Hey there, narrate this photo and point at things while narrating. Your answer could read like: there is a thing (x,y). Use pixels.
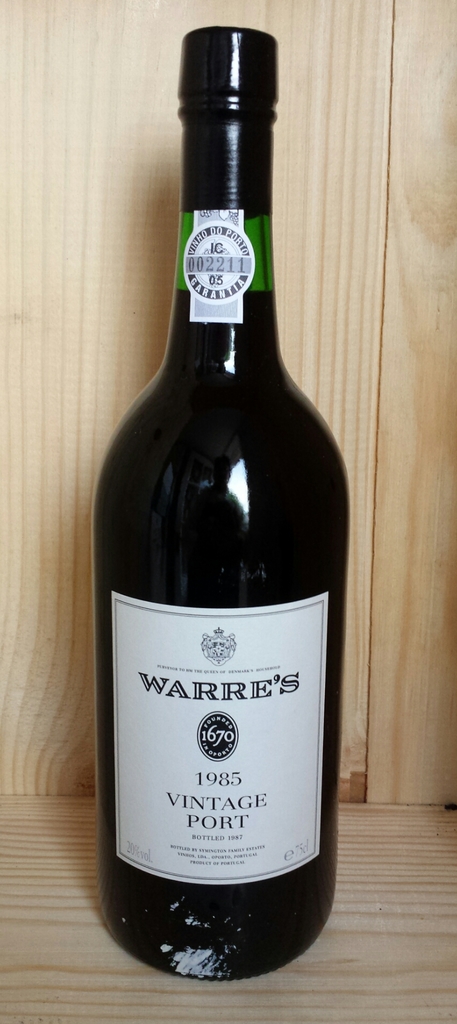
In this image there is a wine bottle (214,740) with the labels (153,837) on the wooden shelf (214,1017).
